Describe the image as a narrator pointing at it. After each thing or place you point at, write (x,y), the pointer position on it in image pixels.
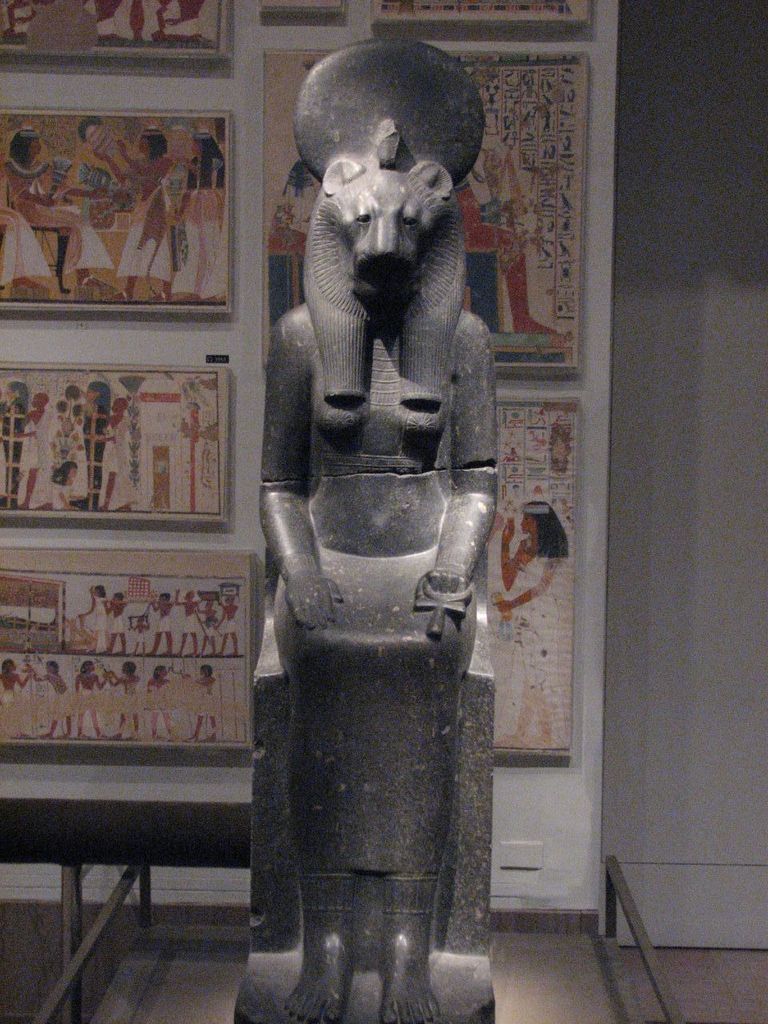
In the picture I can see a statue (382,622) which is in black color and there are few photo frames (267,96) attached to the wall (250,246) in the background (98,139).
